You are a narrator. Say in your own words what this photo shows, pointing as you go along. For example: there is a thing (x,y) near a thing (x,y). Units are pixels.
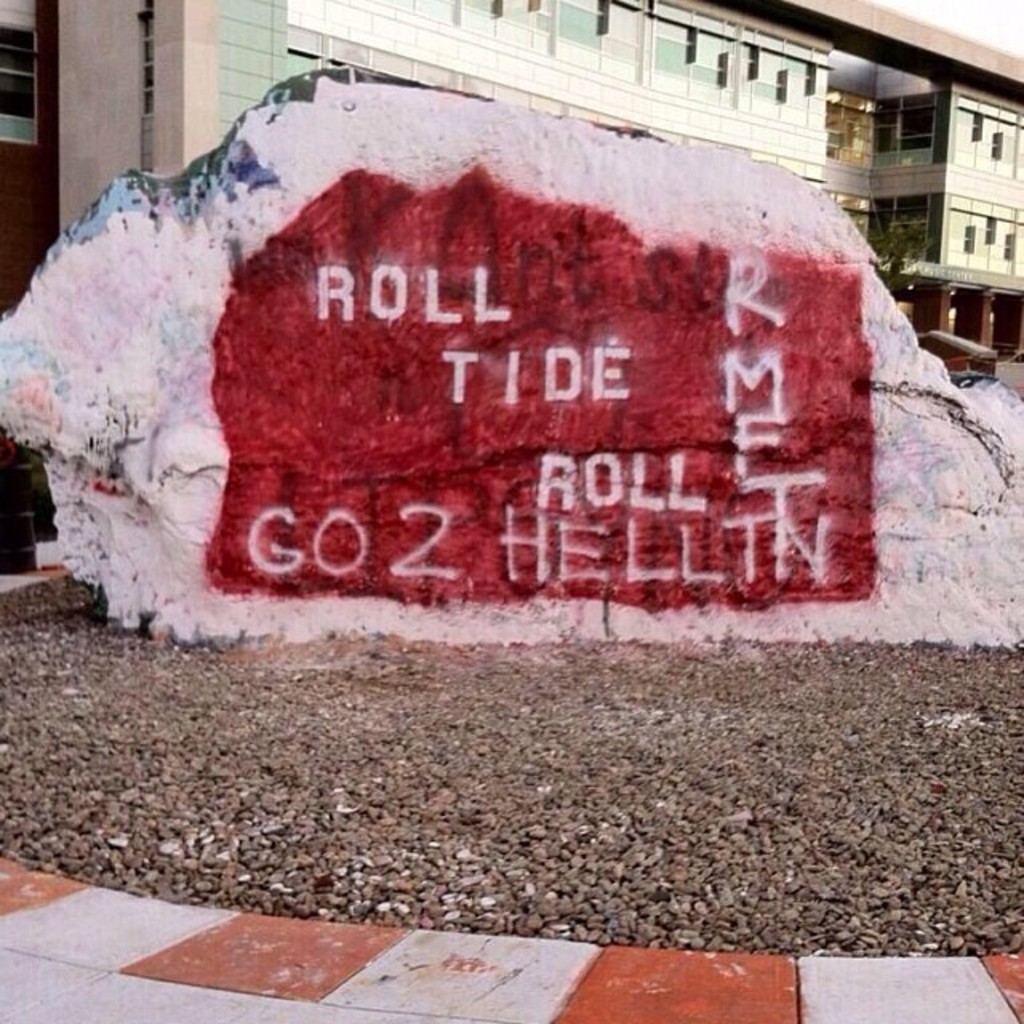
In the image we can see a big stone (852,521), building (807,142) and a sky (1014,10). On the stone (401,379) there is a text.
